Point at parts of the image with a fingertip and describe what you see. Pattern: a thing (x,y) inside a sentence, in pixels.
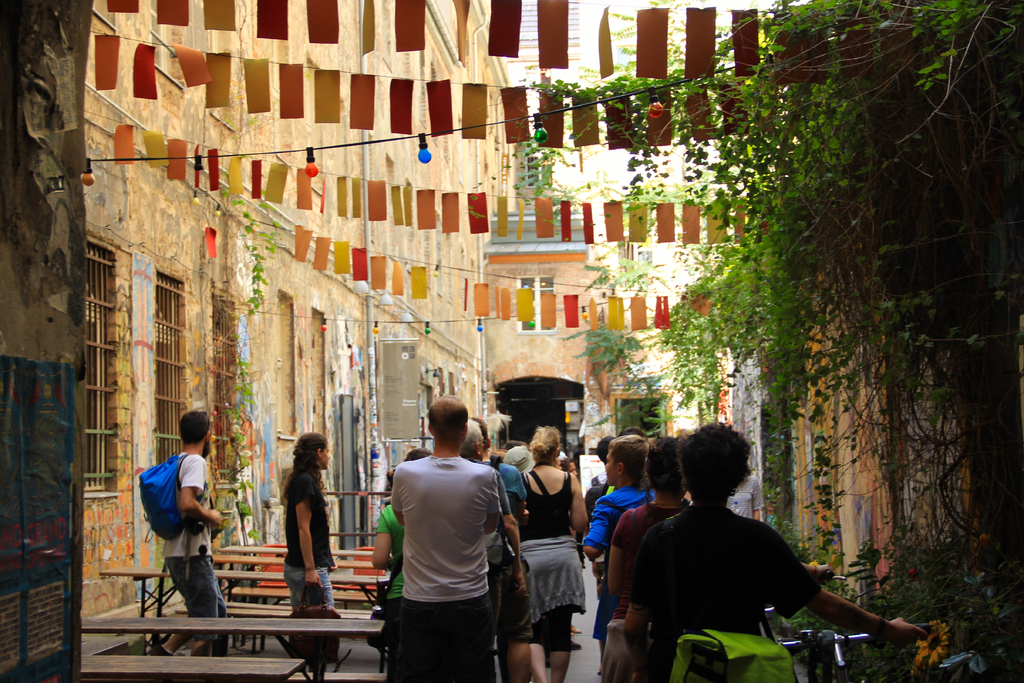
In the picture we can see some people (713,462) are standing on the path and beside them, we can see some benches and beside it, we can see the building wall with windows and opposite side, we can see a part of the wall (759,465) with plants (727,303) on it and we can see carnival flags (149,67).
